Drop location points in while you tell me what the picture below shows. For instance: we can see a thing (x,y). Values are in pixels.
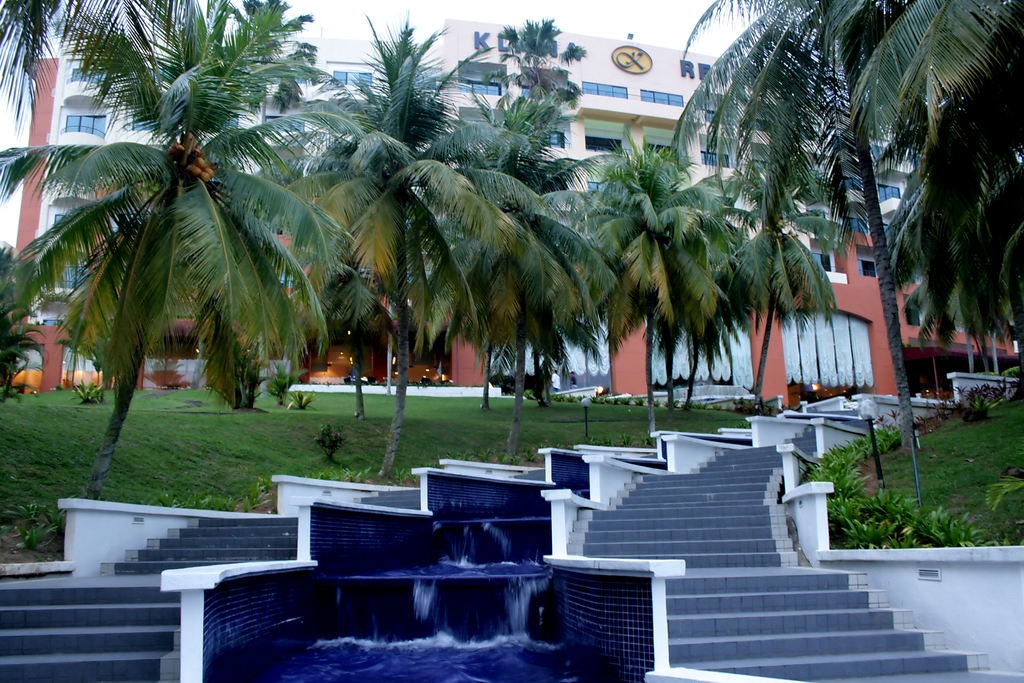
In this image, on the right side (920,247), we can see some coconut trees (986,296), plants (946,407) and a grass (973,498). On the left side (126,359), we can also see some trees (215,348). In the background (185,340), we can see a building (855,285), glass window (711,162). At the top (598,14), we can see a sky (620,23), at the bottom (714,578), we can see the staircase (746,570) and the water (488,519) flowing on the staircase (614,553), grass (617,421).
